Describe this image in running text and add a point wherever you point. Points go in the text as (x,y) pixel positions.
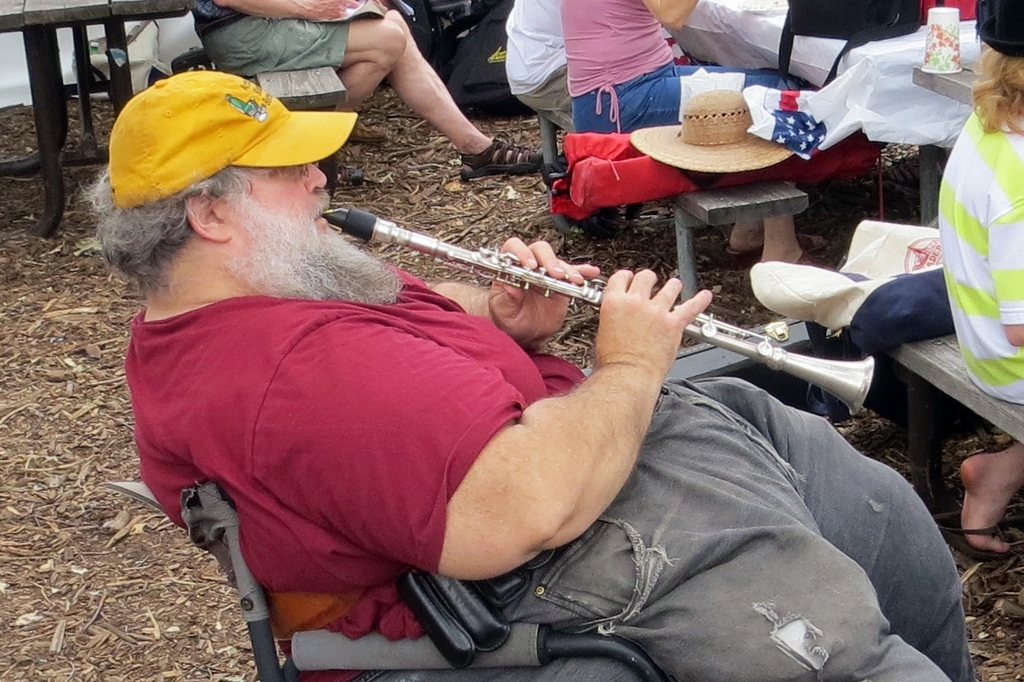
In this image there is a person (500,343) sitting on the chair (298,678) and holding a clarinet (419,246), and in the background (946,186) there are group of people (996,376) sitting on the benches (920,458), there are bags (836,103), hat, glass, cloth (945,113), paper (895,82).
